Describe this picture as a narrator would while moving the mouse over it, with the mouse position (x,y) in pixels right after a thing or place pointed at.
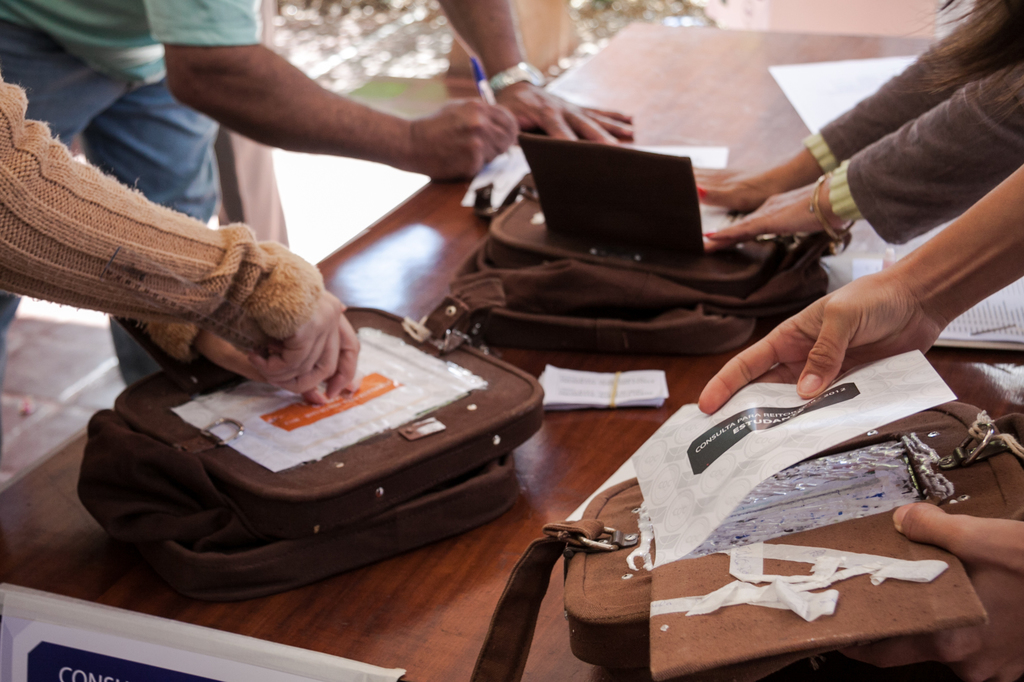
In this image I can see many human hands (432,133) on the table (376,595). I can also see few bags (508,467) in brown color and few papers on the table (481,575), and the table (448,569) is in brown color.
